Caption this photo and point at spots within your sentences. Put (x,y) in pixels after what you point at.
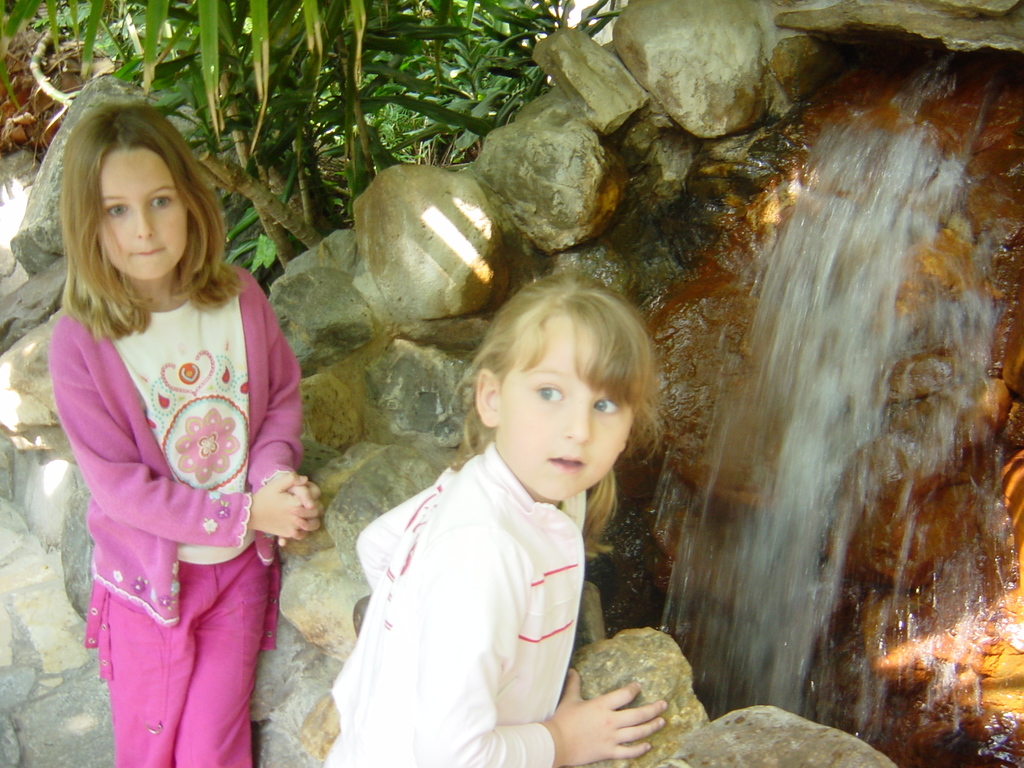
In this image we can see two kids (466,566). In the background (826,211) there is a fountain (983,266) and we can see rocks (474,332). There are trees (245,45).
